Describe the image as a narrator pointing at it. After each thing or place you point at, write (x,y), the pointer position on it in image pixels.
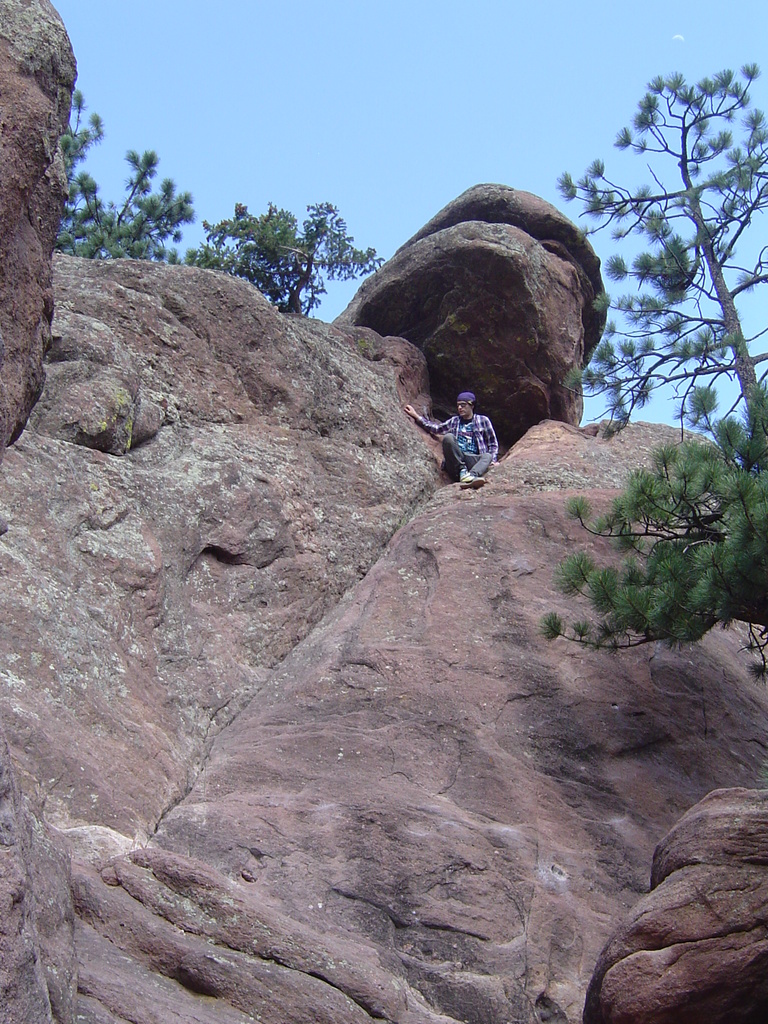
On this rock (500,601) there is a person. These are trees (155,207). Sky (492,102) is in blue color.
